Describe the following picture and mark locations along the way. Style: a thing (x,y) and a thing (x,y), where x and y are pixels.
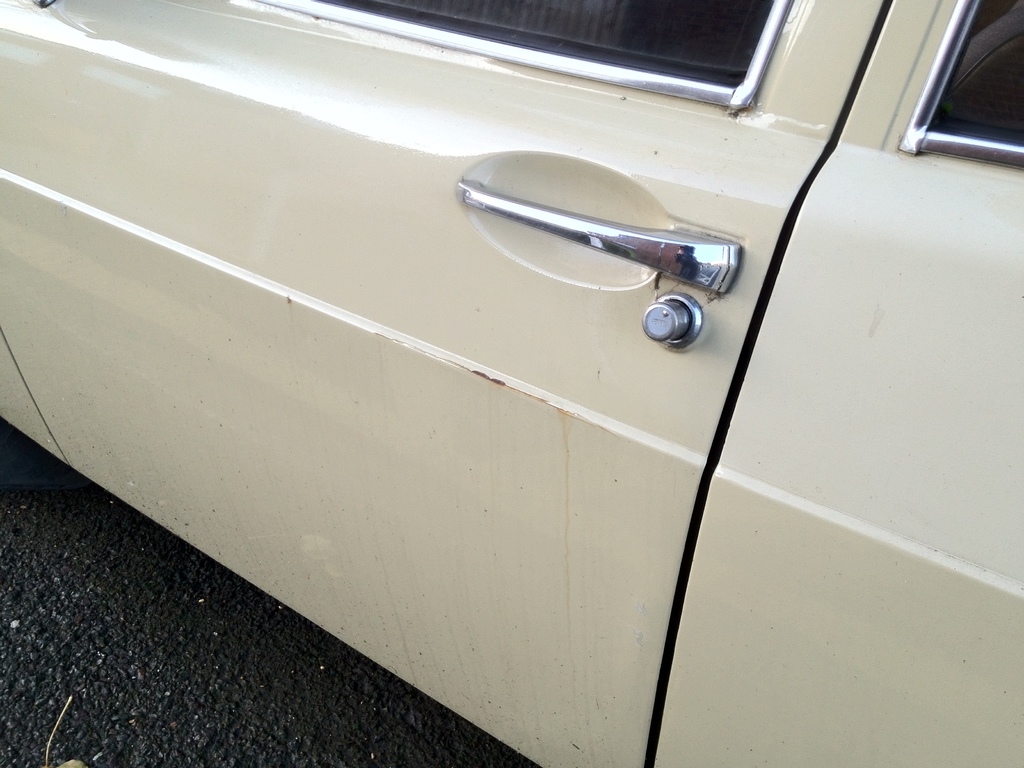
In this picture we can see a vehicle (790,698) here, we can see a window (648,25), a door (637,411) and a handle (660,261) of the vehicle (653,250).
